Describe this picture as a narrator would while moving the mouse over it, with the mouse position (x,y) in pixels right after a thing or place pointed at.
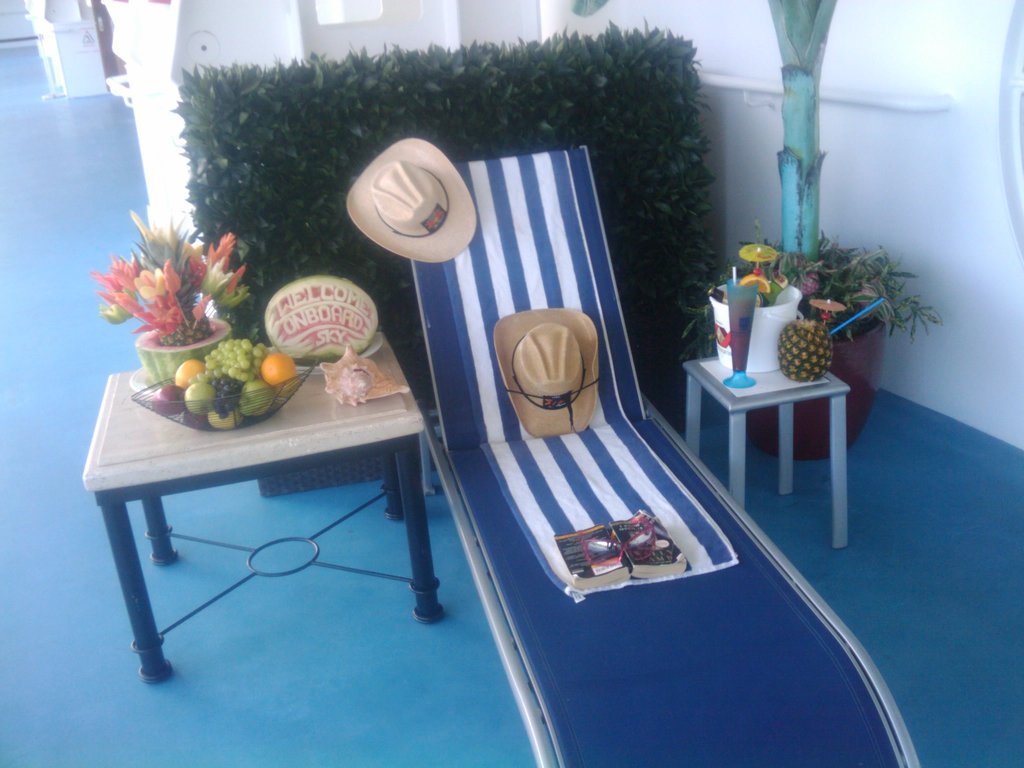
In this image there are so many things (517,533) bed (723,502), table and chair (785,433). The table (277,453) contains fruits (188,307) are there and bed (640,480) contains two books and two hats (577,339).
